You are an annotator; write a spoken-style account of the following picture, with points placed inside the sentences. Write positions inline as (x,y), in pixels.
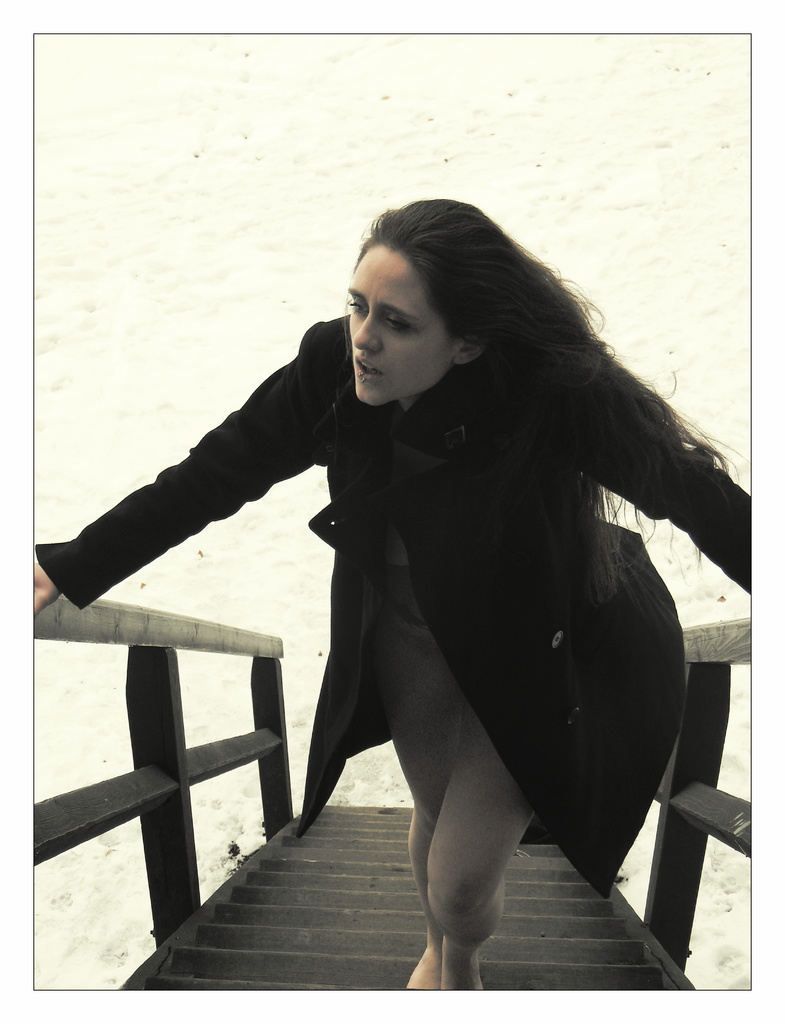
In this picture we can see a woman (356,513) standing on the wooden stairs (545,874) and looking at someone.
